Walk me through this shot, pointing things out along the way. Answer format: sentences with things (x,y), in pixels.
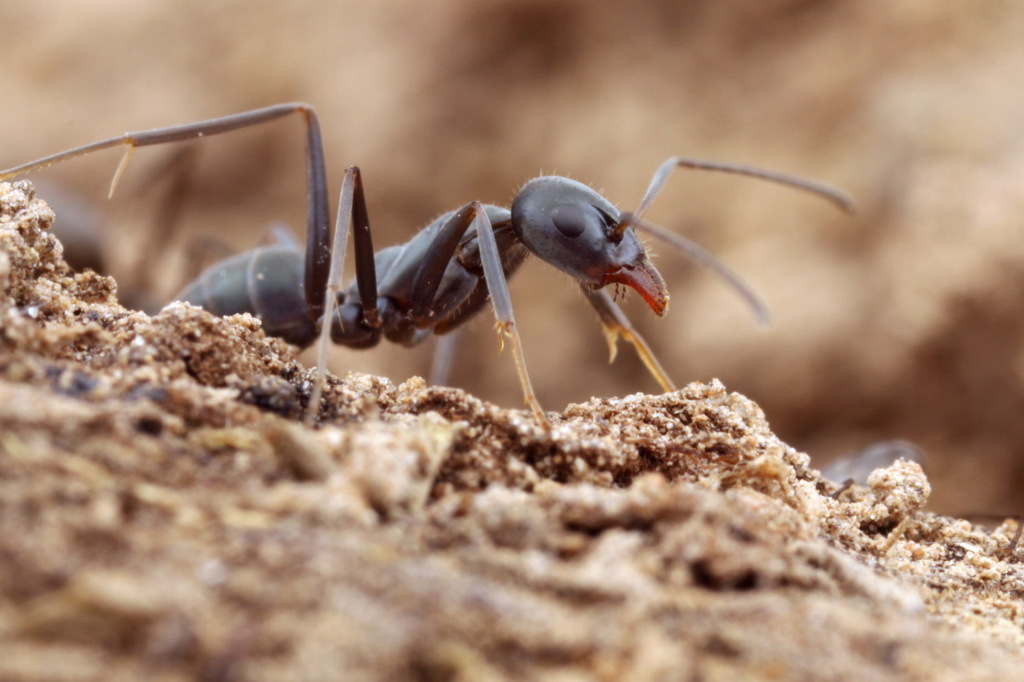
In this image we can see an ant (476,262) on the ground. There is a blur background (916,409) in the image.
